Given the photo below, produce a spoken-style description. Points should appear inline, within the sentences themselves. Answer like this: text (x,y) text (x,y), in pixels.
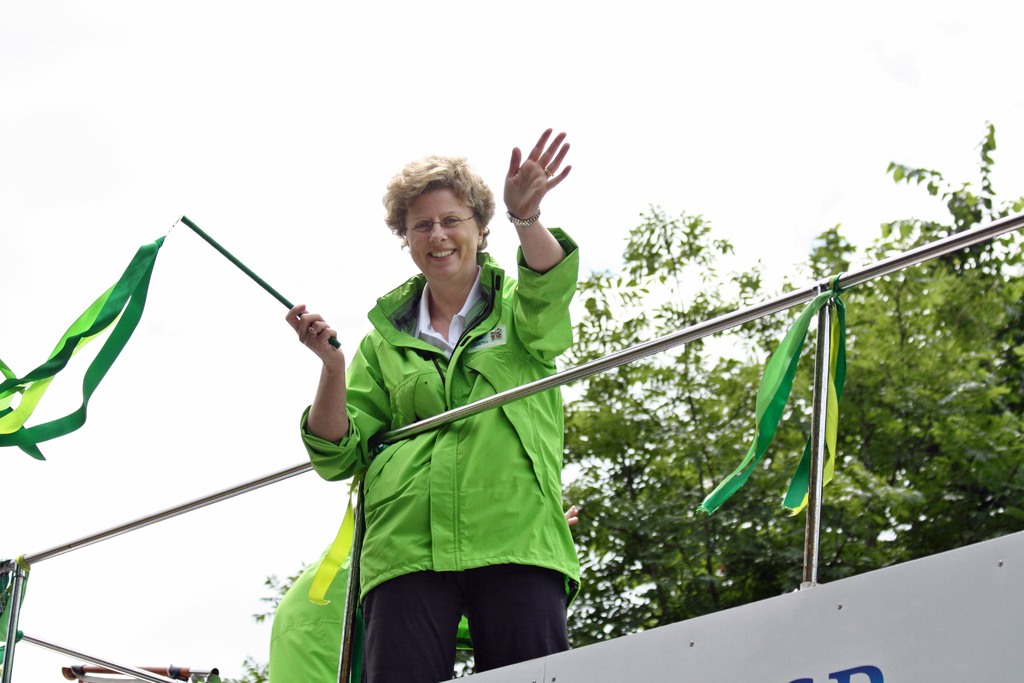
In the center of the image (449,272) there is a woman (423,468) standing and holding stick (185,220) and ribbons (45,377). At the bottom of the image (832,480) we can see ribbons (775,364). In the background (772,343) we can see trees (925,266) and sky (553,27).
